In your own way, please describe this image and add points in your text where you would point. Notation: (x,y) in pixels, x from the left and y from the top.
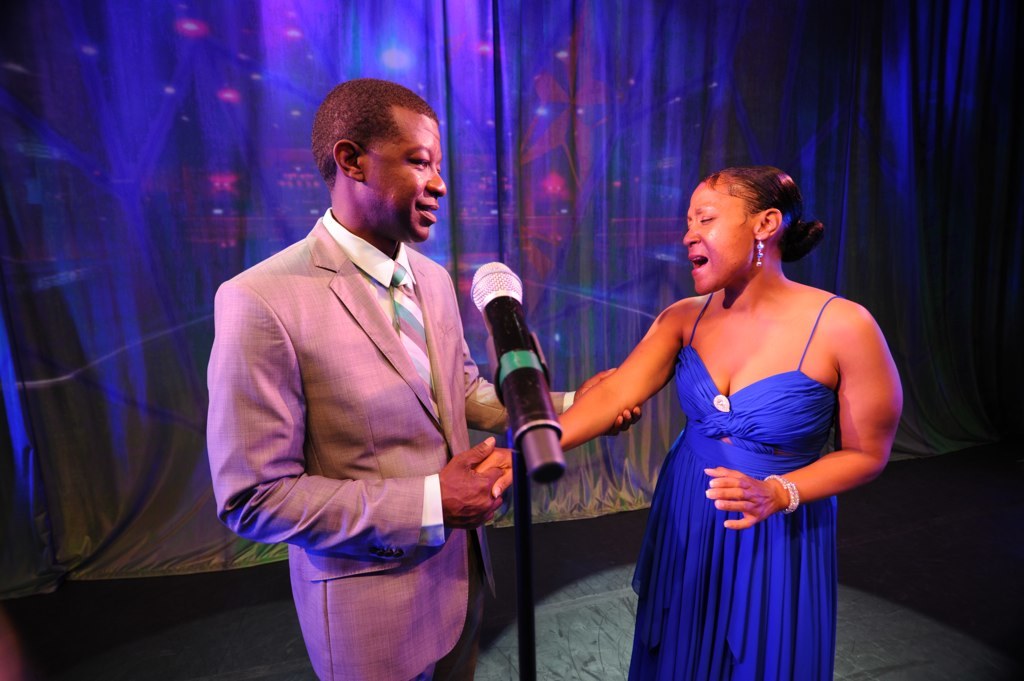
In this picture there is a person (421,418) wearing suit (415,440) is standing and holding a hand (453,504) of a woman (623,392) in front of him and there is a mic (524,378) beside him and the background (408,56) is in blue color.
